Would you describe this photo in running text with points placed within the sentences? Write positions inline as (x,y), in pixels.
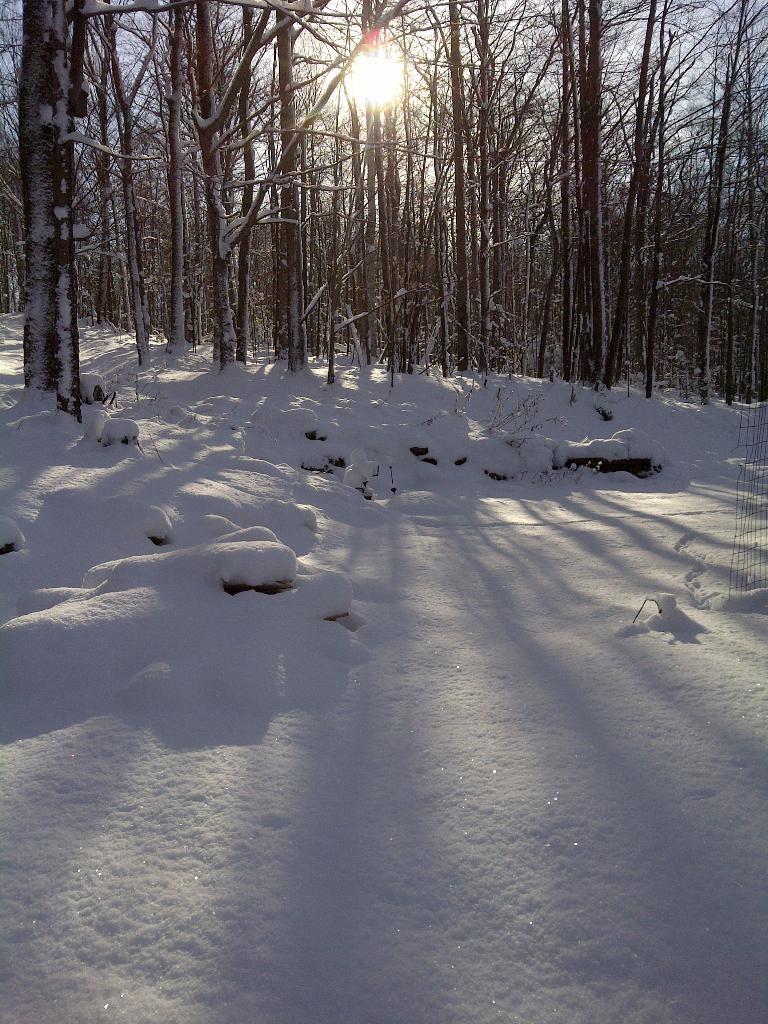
In this image we can see a group of trees (406,247), the sun (354,87) and the sky (323,54). We can also see the ground (381,599) covered with snow (378,623).
